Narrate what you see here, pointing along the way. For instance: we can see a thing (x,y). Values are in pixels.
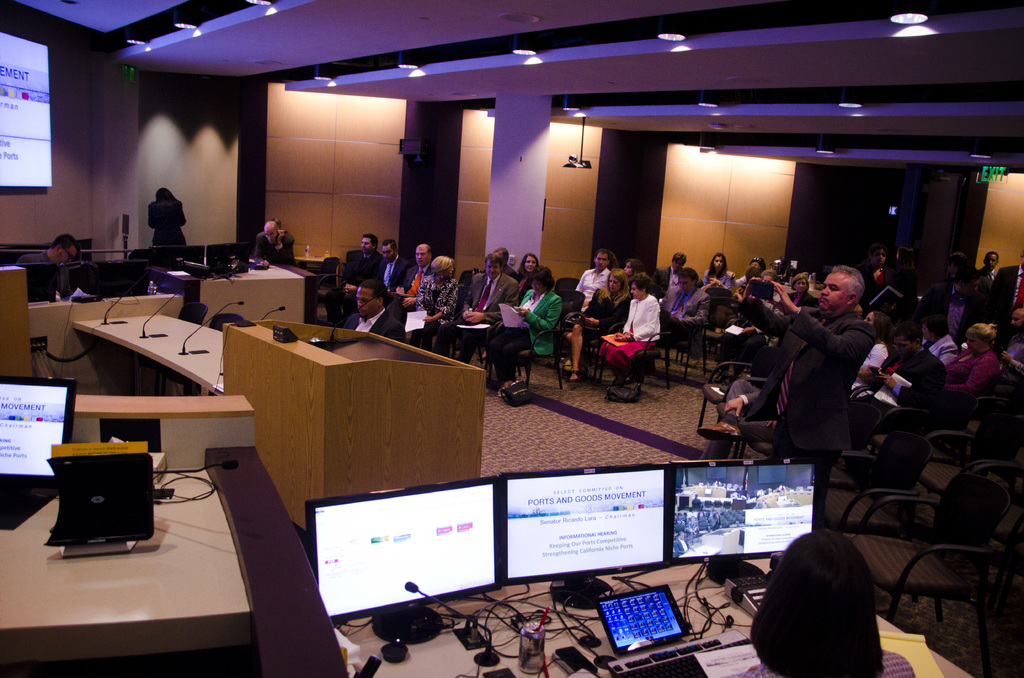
In this image a group of people (661,293) sitting on the chair (560,336). On the floor (616,404) there is a bag (621,391). In front of the people (376,306) there is podium (331,386) and a mic (327,344). On the table (677,577) there are systems (518,524), wires (707,622), laptops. On the left side (31,153) there is a screen (3,143).
